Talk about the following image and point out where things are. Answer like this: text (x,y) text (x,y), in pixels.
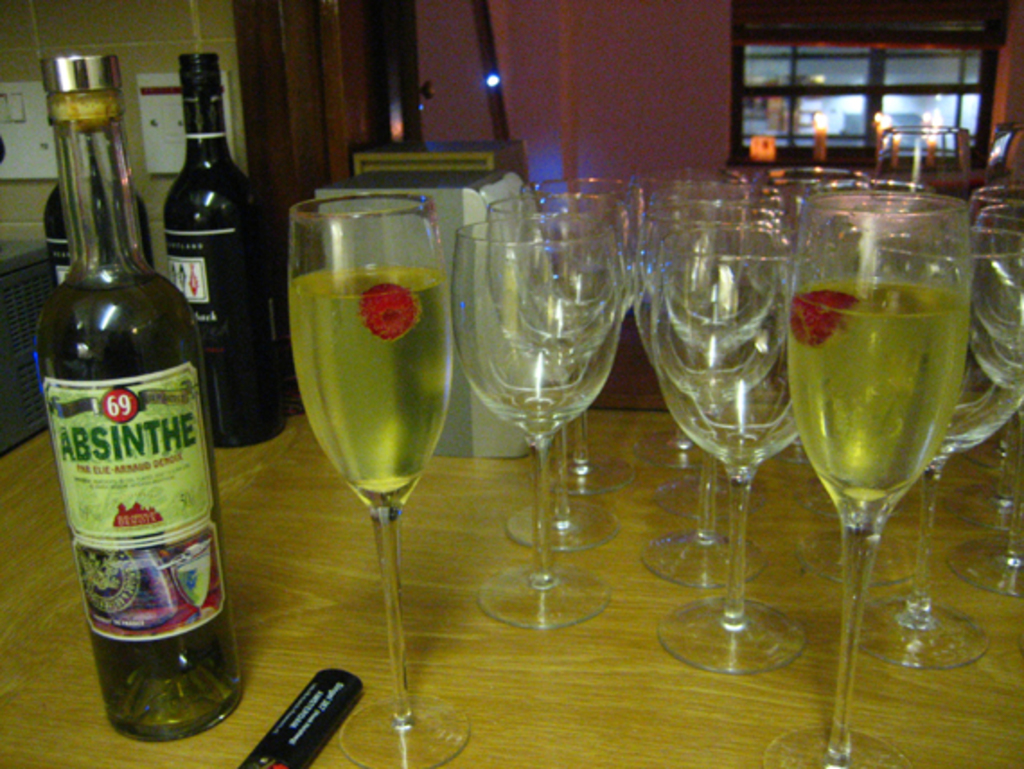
There are three wine bottles (167,218) and some wine glasses (555,393) on a table (334,639).
